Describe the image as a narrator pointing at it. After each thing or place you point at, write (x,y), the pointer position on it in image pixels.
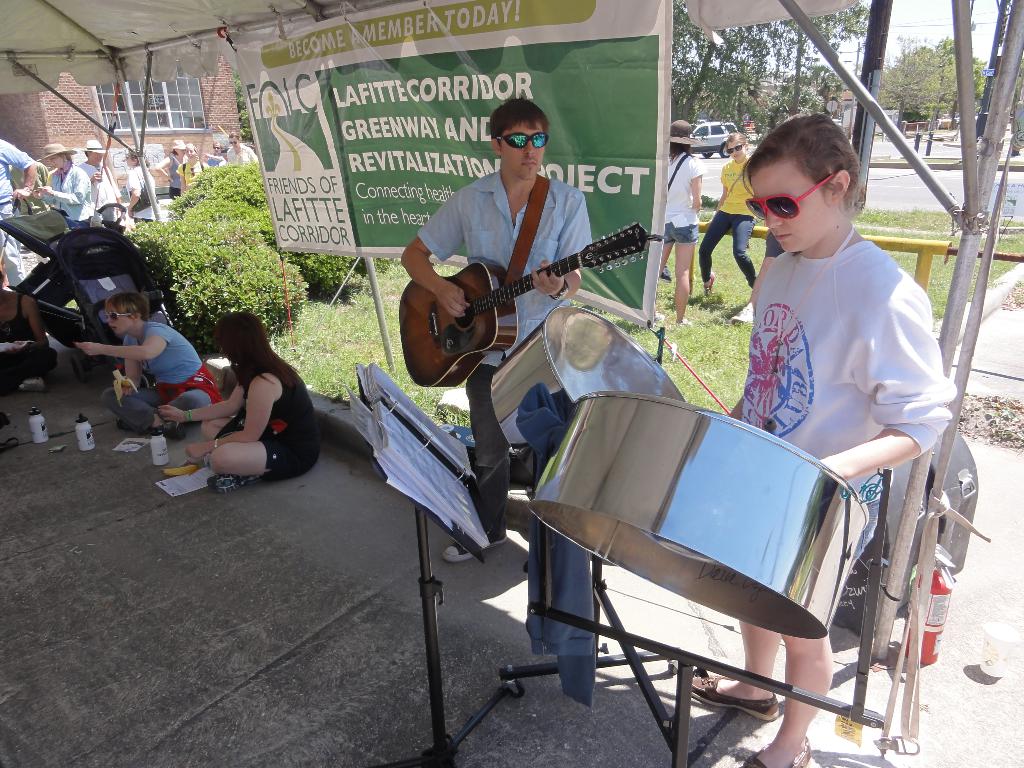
This image is clicked outside. There is a Banner (626,40) in the middle (630,285). There are so many people (818,436) in this image, one of them is playing guitar (492,289) and the other one is playing drums (714,594). There are shrubs (338,259) and trees (764,65) in this image. There is a building (125,133) on the left side (177,115).
